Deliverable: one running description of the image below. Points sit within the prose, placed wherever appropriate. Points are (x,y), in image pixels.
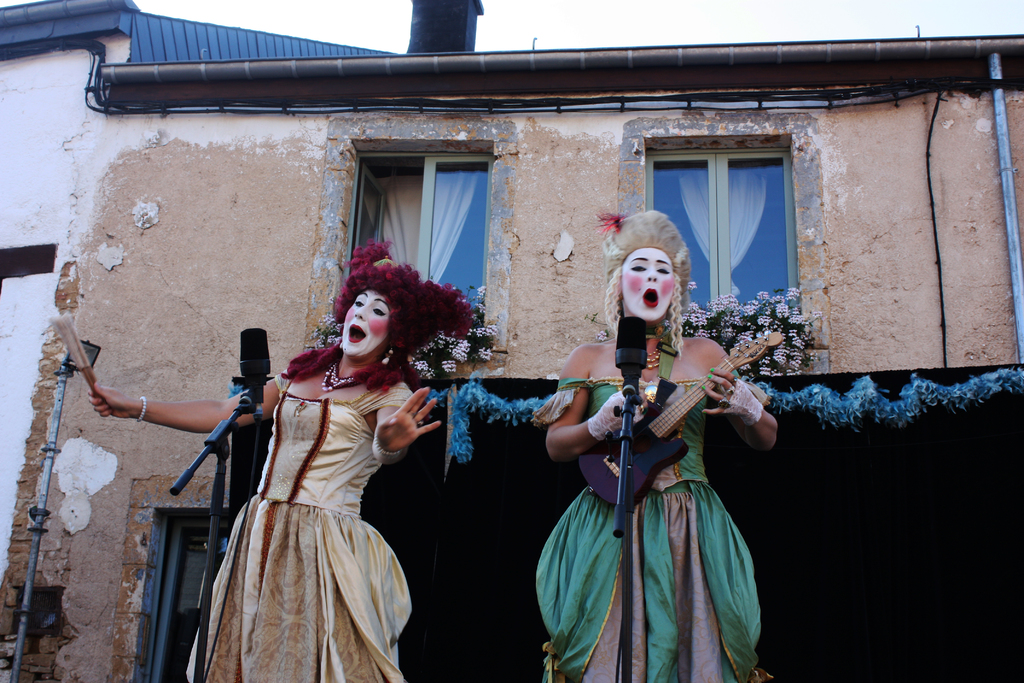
In this image I can see a two woman (655,538) standing and singing. On the right side (723,390) the woman (659,502) is holding the guitar (671,417). There is a mic (629,344) and a stand (626,614). The woman (645,524) is wearing a costume (637,625) and a different makeup (644,291). At the background (660,195) there are two windows (675,198) to the house (673,178) and a white curtain (748,230).
